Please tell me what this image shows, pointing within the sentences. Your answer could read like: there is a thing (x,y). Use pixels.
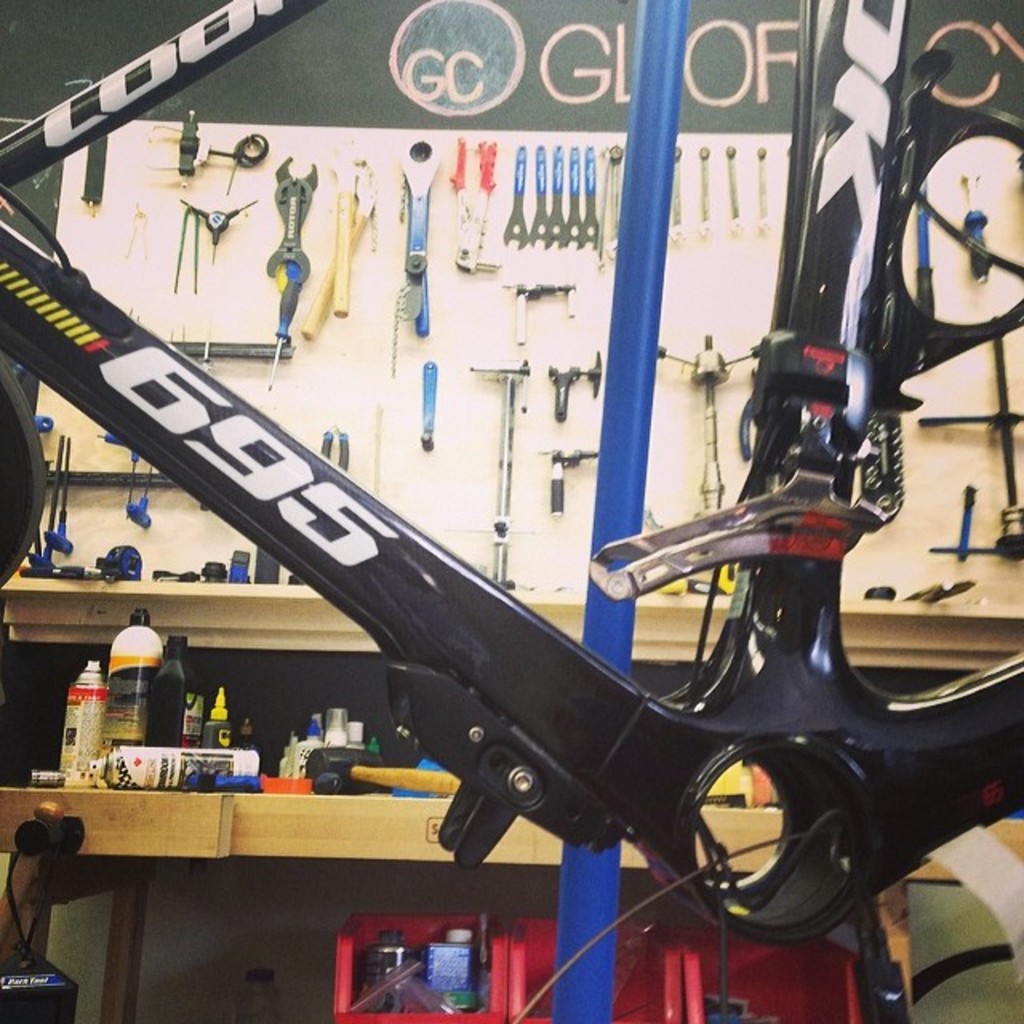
In this image in the foreground (443,579) there is a bicycle (682,726). In the background (217,782) on a table (289,801) there are bottles (223,743) and few instruments (331,770). On the wall (325,379) there are few tools (468,202).
